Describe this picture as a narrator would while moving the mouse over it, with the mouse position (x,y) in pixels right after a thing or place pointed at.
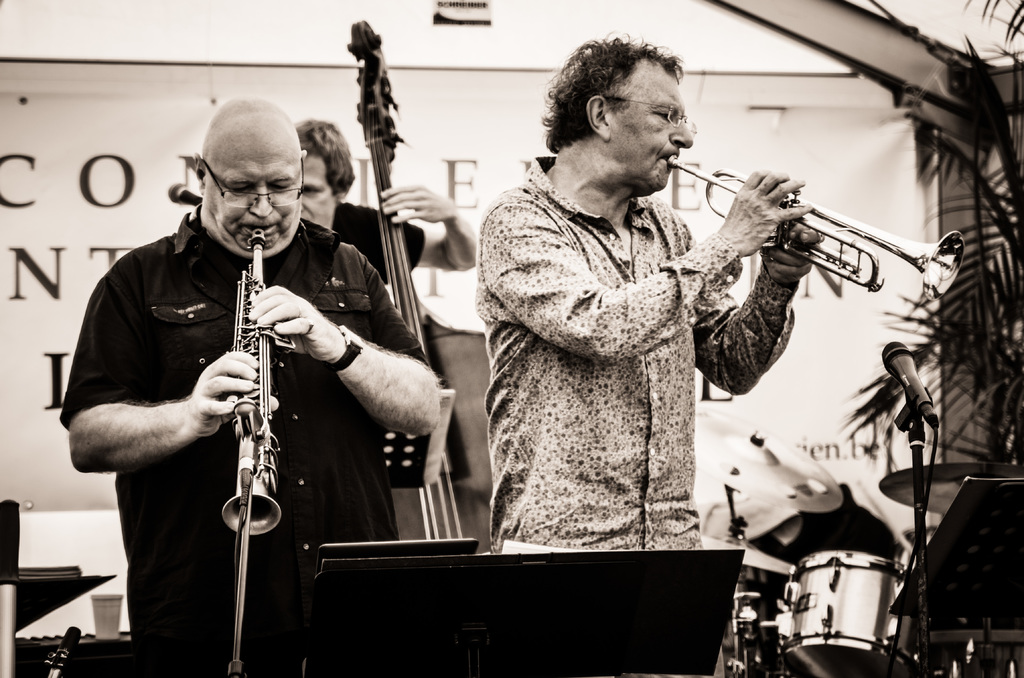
In this image I can see three persons (250,153) playing musical instruments (959,240). I can also see few plants (960,354), background (83,244) I can see a banner (87,261) and the image is in black and white.
